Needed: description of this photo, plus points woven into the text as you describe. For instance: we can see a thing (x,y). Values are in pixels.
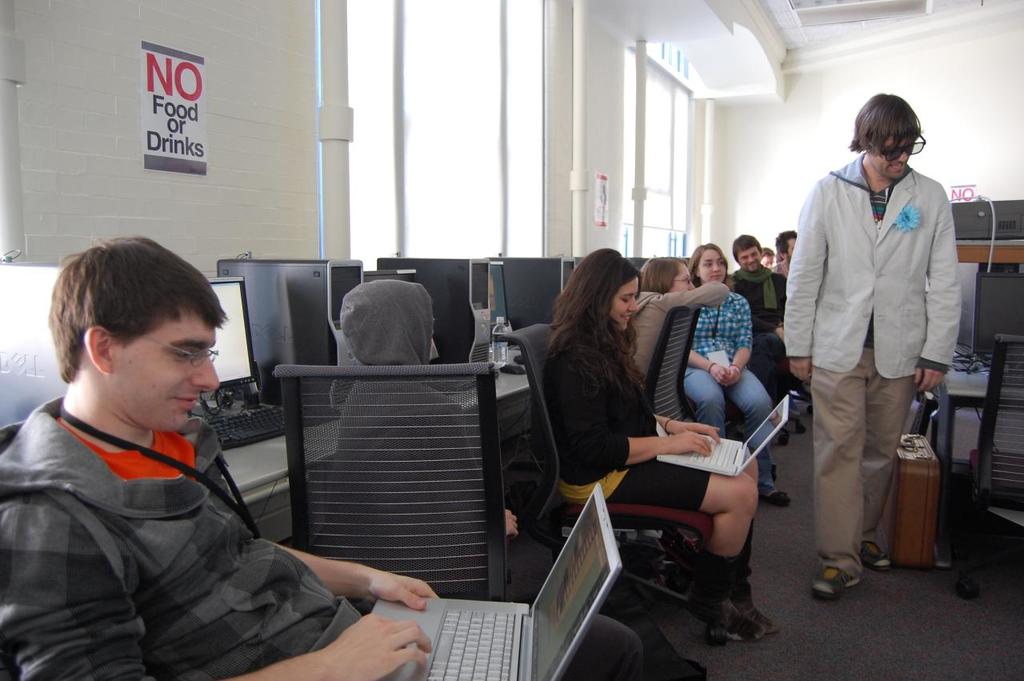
I can see group of people (697,286) sitting on the chairs (537,366) and a person (873,187) standing. Here the man (211,560) and woman (619,435) are holding laptops (581,533). This is the table (261,471) with CPU's (304,292), monitors (242,315), keyboards (249,425) and mouses (517,369). This is the suitcase (911,503), which is placed on the floor (914,578). I can see a poster (203,109), which is attached to the wall (595,145). These are the windows (667,160). These look like pipes (641,139).
